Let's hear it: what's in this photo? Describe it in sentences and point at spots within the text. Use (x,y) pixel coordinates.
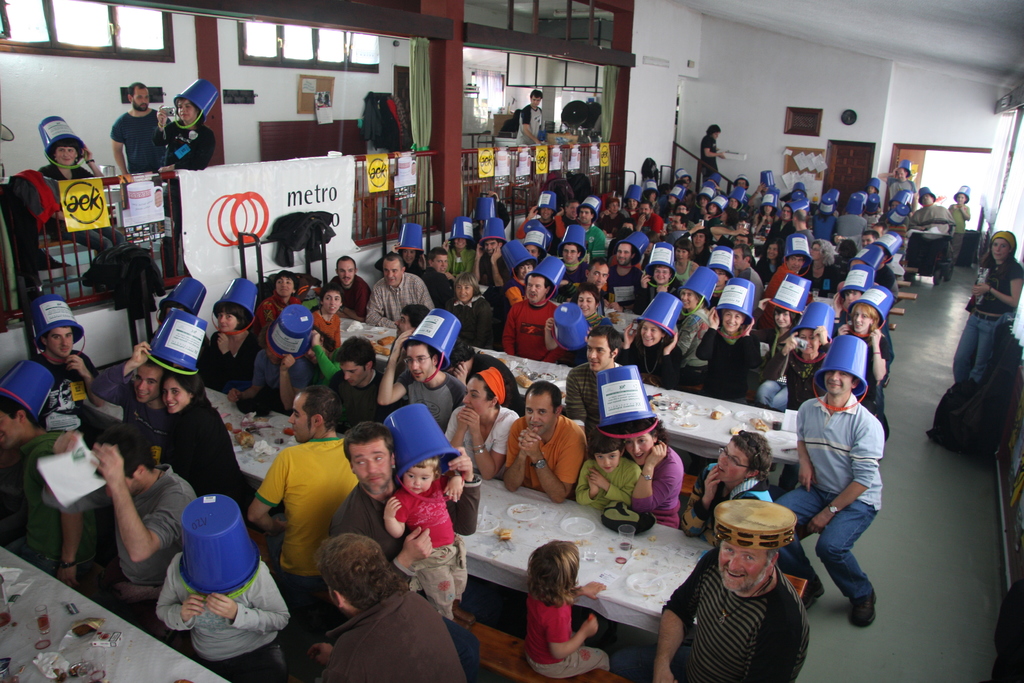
In this picture we can observe some people (377,387) sitting on the benches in front of the white color tables (546,511). Many of them are wearing blue color buckets (830,337) on their heads (693,292). There are men (438,375) and women (711,322) in this picture. We can observe white color poster (258,203) fixed to the railing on the left side (212,203). In the background (771,92) there is a wall (759,59).
